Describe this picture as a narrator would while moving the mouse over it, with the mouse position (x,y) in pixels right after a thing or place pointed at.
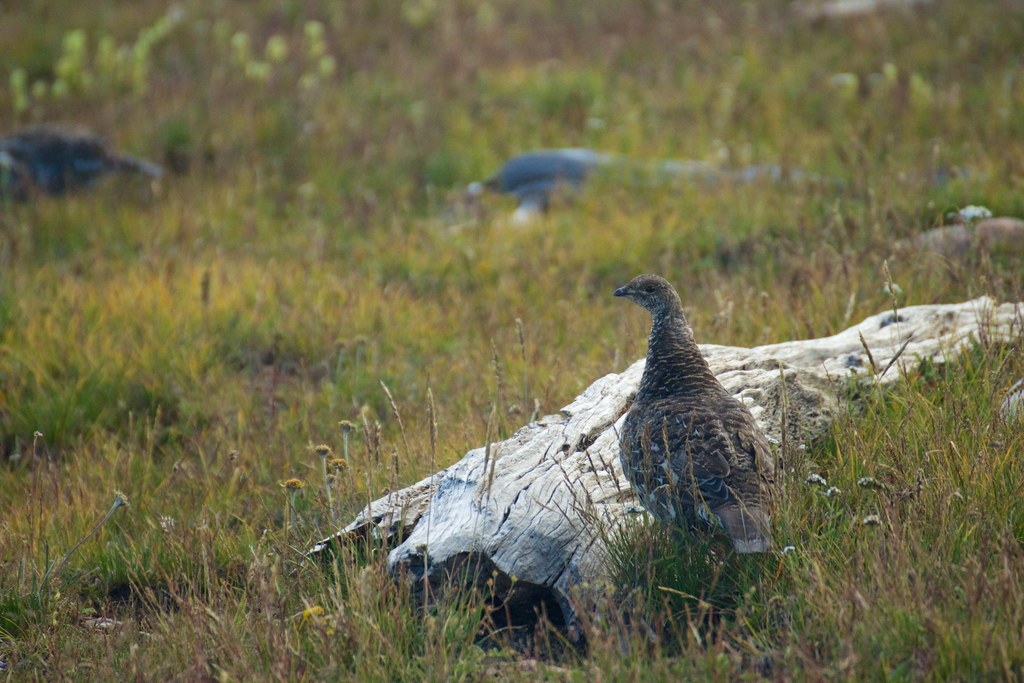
In this image we can see some birds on the ground (518,407). We can also see some plants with flowers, grass (612,587) and a wooden log (378,506).
